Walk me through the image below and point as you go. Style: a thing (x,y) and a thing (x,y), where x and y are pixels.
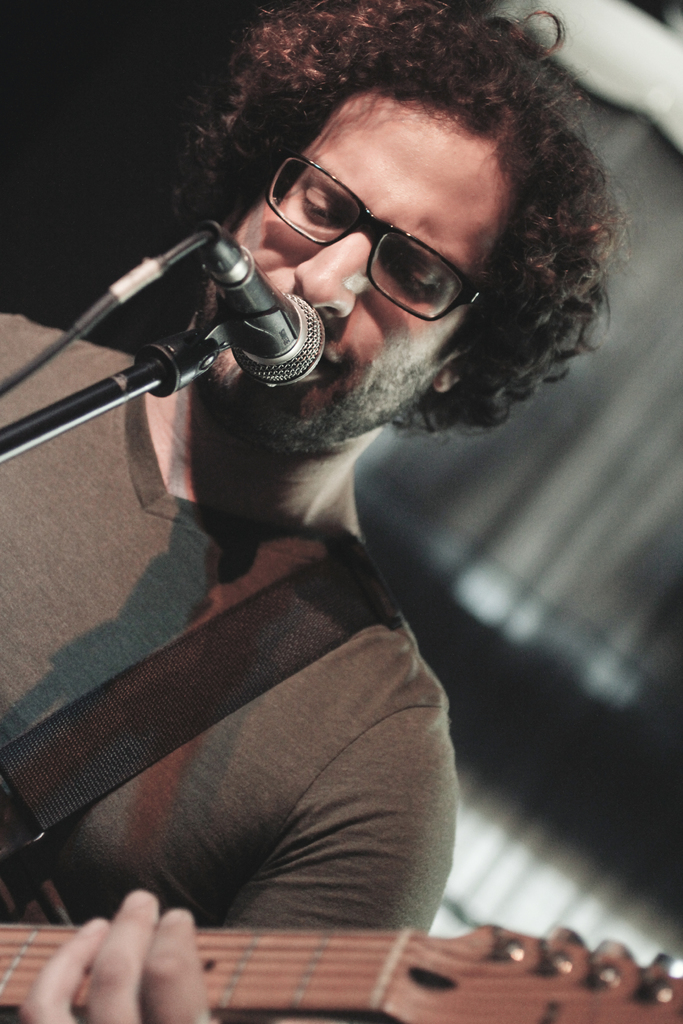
In this picture there is a man (486,381) holding a guitar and singing there is a microphone (249,359) in front of him.
